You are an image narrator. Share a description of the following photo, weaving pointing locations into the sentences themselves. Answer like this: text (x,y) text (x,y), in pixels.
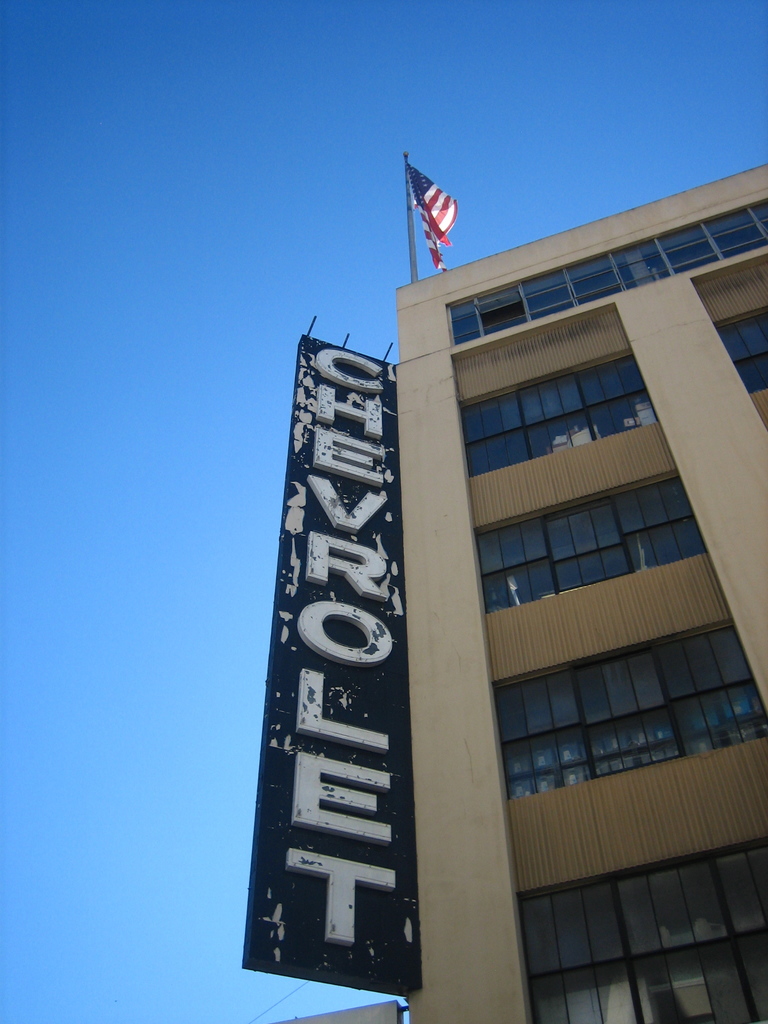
In the image I can see a building (427,521) to which there are some windows (636,493), board (320,498) and a flag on it.
